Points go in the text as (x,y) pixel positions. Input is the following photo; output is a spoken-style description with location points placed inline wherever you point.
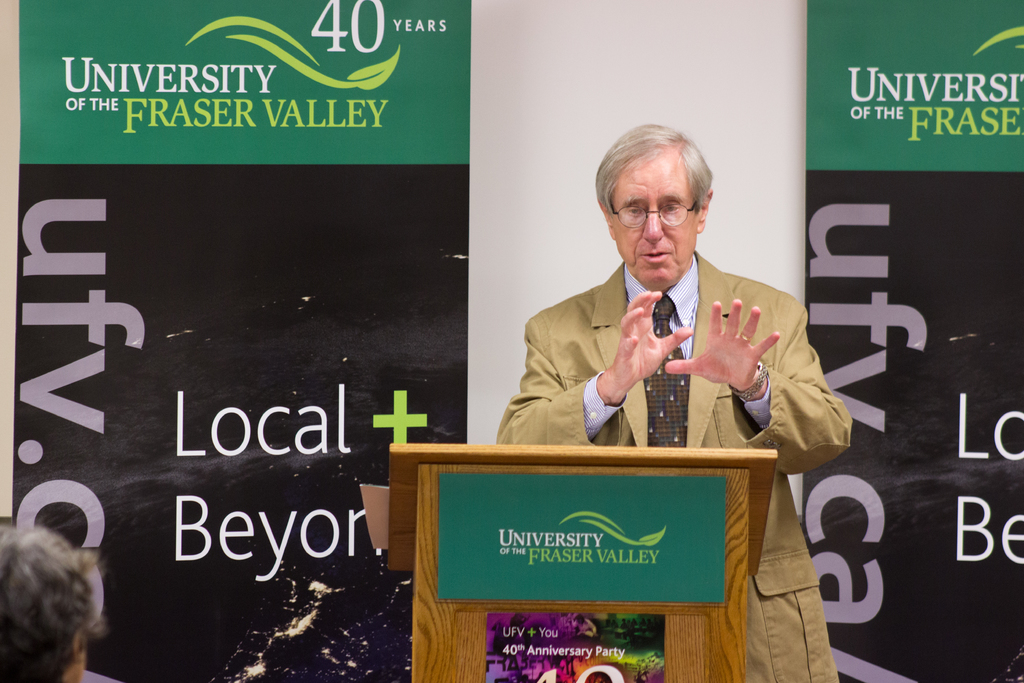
In this picture we can see a man (614,355) is standing behind the podium (545,570) and behind the man (638,326) there are banners (227,256) and a wall (593,216). In front of the podium (536,599) we can see a person head (6,643).
